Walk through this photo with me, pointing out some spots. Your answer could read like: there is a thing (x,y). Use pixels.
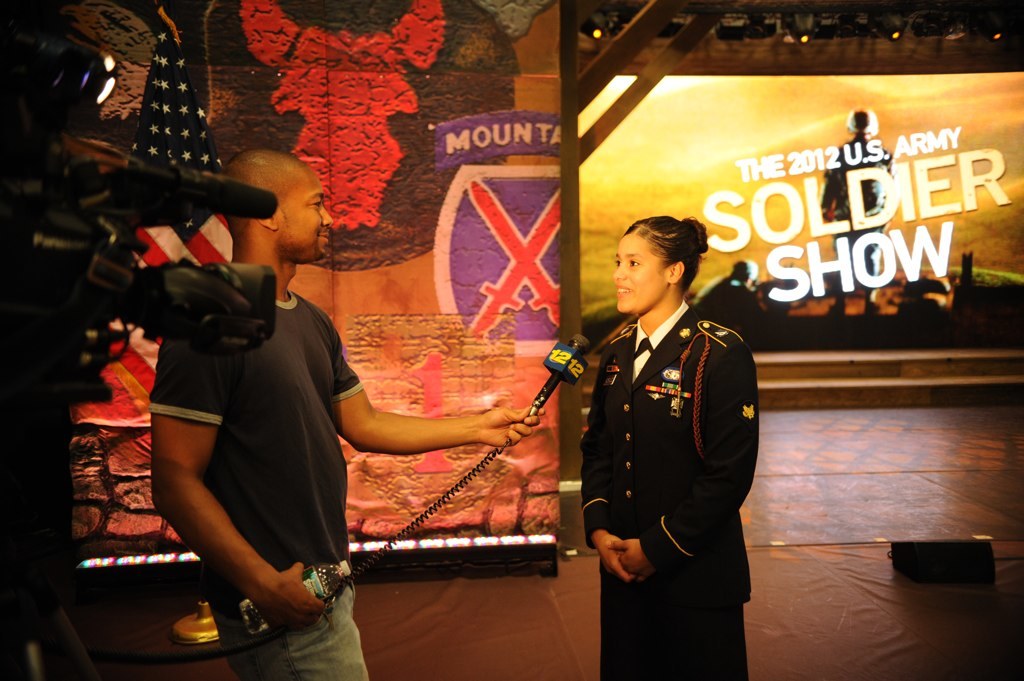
In the image we can see a man (299,460) and a woman (667,462) wearing clothes (731,465) and they are smiling. The man (260,543) is holding a water bottle (305,585) in one hand (288,578) and on the other hand (519,432) there is a microphone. Here we can see cable wire (161,657), video camera (153,299) and the flag of the country (164,116). Here we can see the poster (784,261) and the floor (874,503).
